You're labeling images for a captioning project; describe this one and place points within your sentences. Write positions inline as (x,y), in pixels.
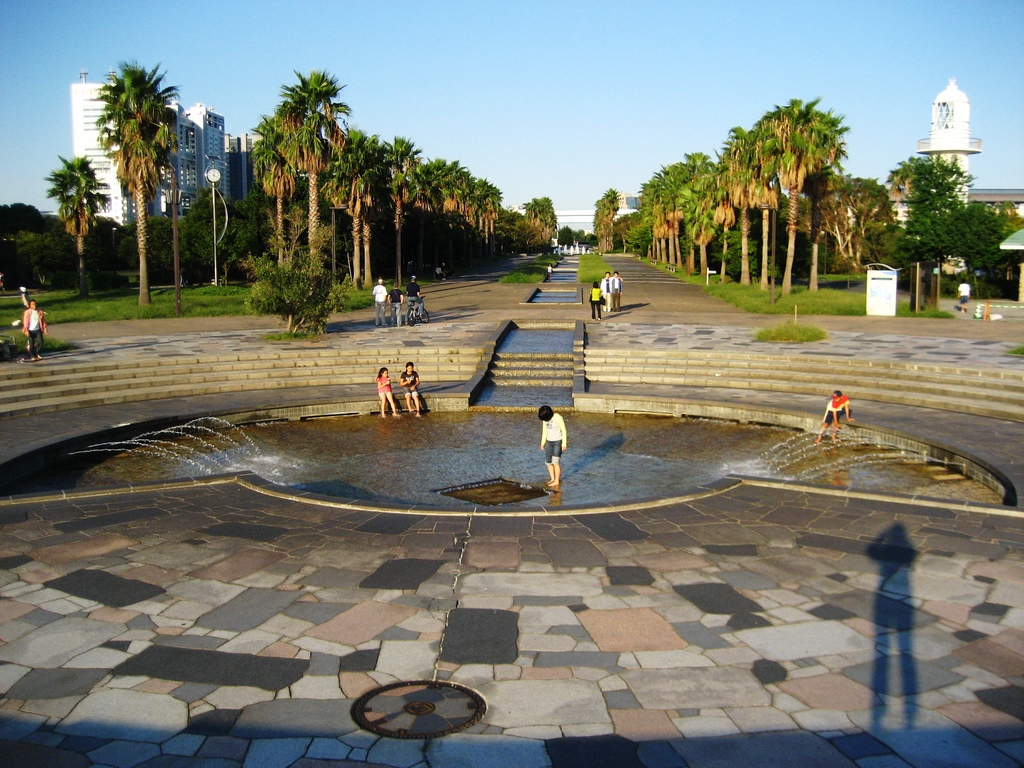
The boy (553,424) in white T-shirt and blue jeans (557,459) is standing in water (632,478). Behind him, we see three children (417,387) sitting. Behind them, we see a staircase (509,383). We even see people (407,300) walking. There are many trees (299,221) and buildings (1023,216) on either side of the picture. This picture might be clicked in the park (428,212). At the top of the picture (391,82), we see the sky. The boy (416,293) in black T-shirt (415,297) is riding bicycle (425,319).
